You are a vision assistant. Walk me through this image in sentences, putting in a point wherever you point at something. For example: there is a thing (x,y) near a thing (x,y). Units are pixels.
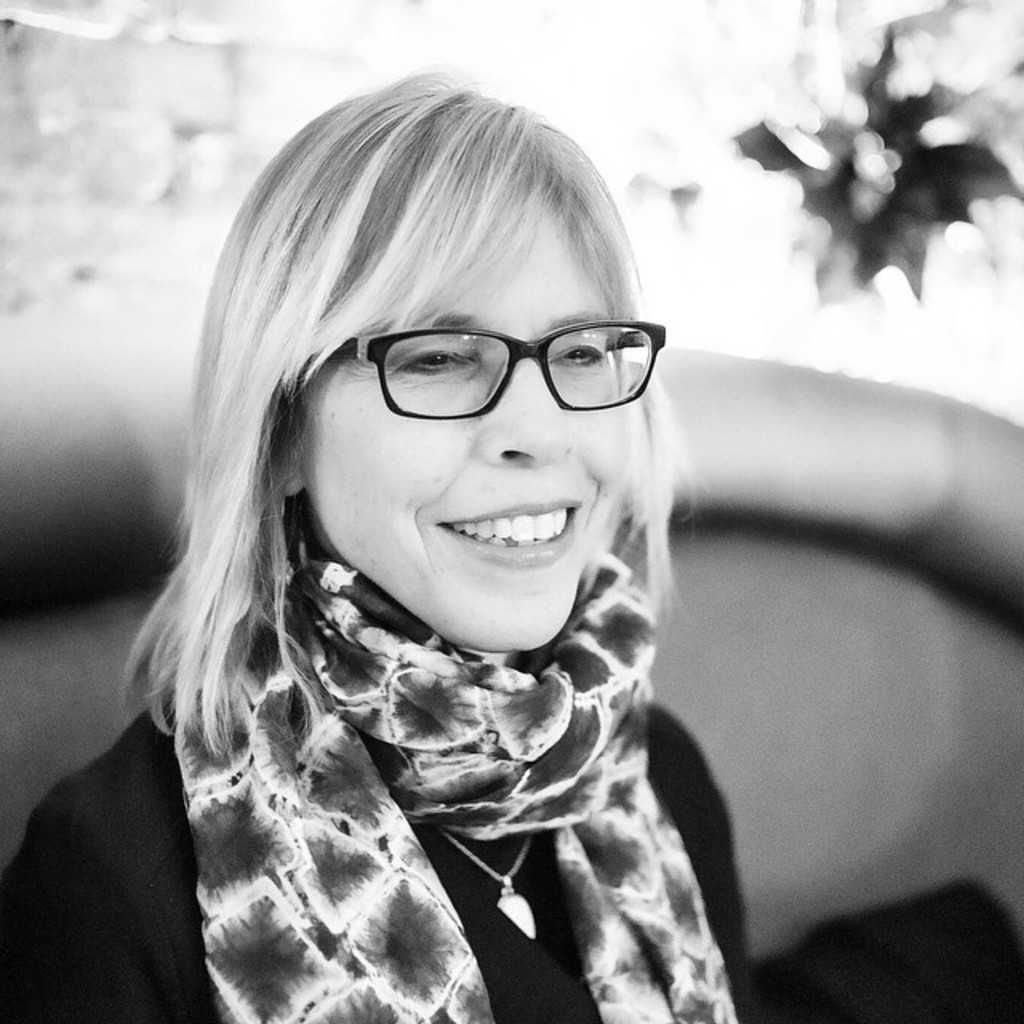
In this picture we can see a woman (321,549) wore spectacles (602,351), smiling and in the background (162,173) it is blur.
